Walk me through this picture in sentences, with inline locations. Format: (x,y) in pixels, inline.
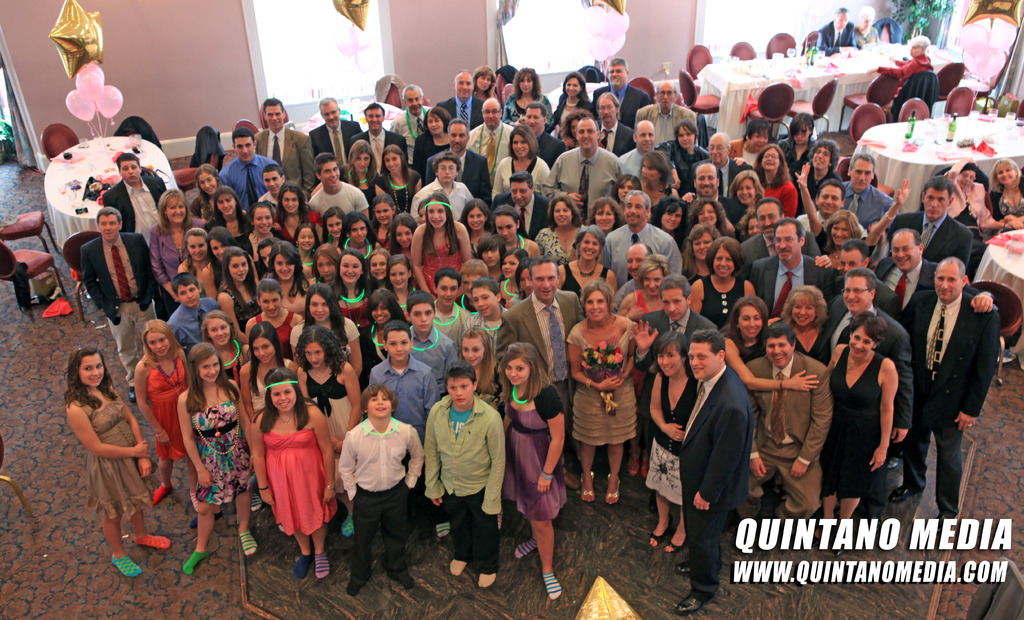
In the image there are a lot of people (430,346) standing and posing for the photo, behind them there are tables (804,84) and chairs (403,97). In the background (455,8) there are windows (523,17) in between the wall (220,35).
